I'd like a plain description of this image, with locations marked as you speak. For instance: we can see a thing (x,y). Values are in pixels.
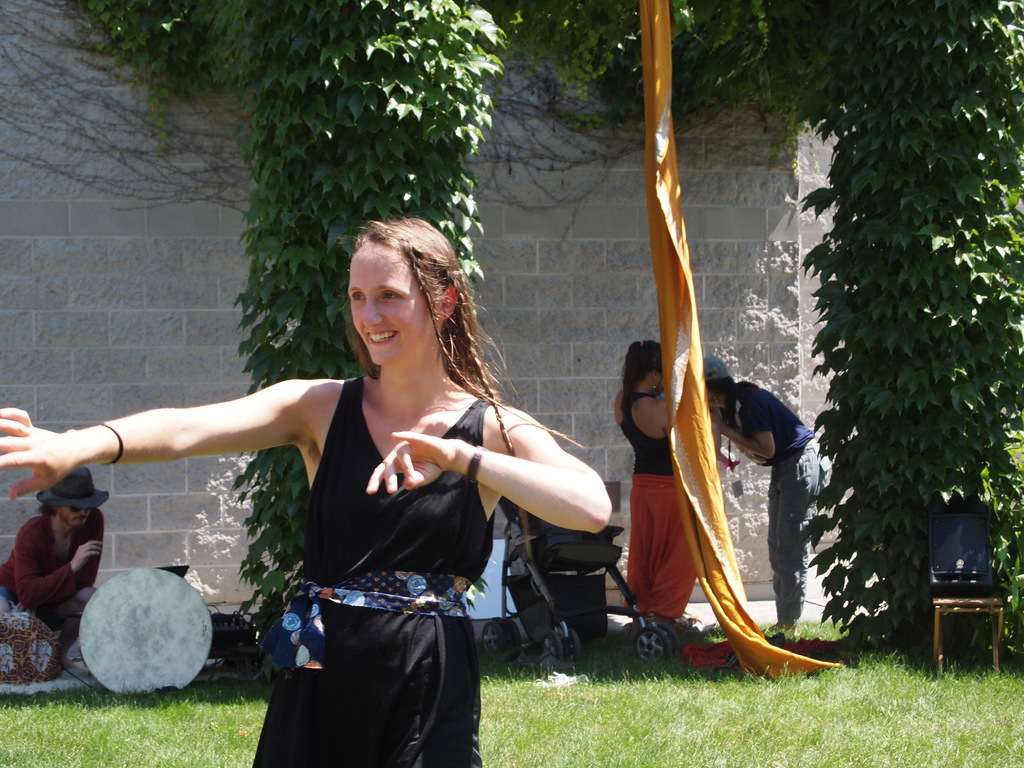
In this picture we can see a woman (421,556) in the black dress (384,565) is dancing and on the left side of the woman (352,615) there is a person (44,554) sitting and on the right side of the woman (388,528) there are two people (774,429) standing. Behind the woman (404,584) there is a stroller (548,614), chair (962,595), trees (1009,240), a wall (541,207) and other objects (127,671).
